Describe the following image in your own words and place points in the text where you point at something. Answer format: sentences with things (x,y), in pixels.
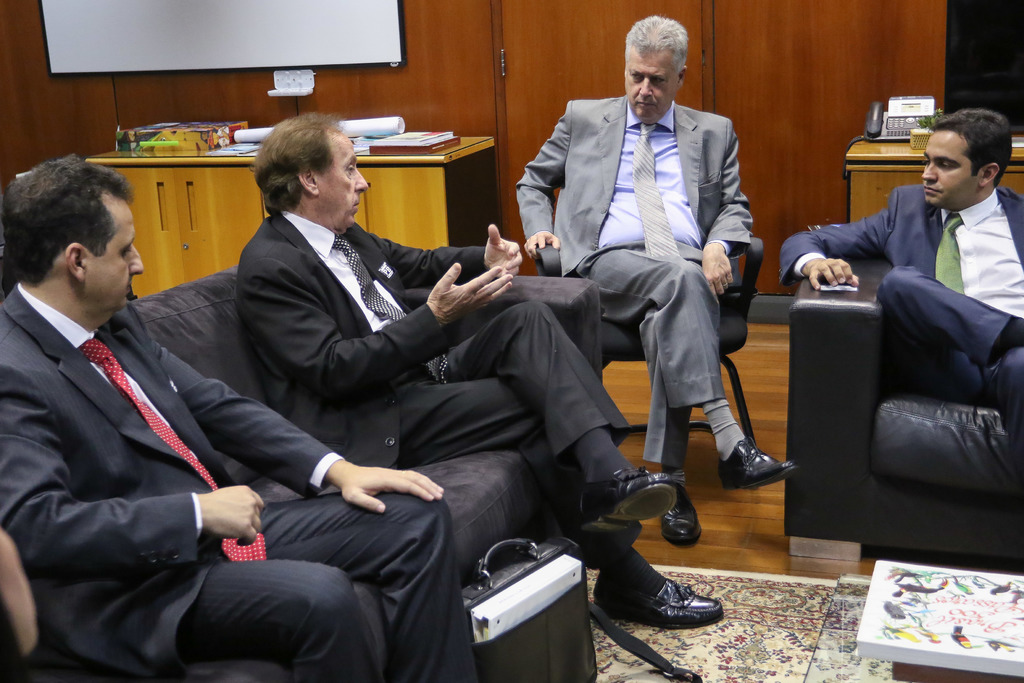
In this image I can see the group of people (573,246) with different color blazers (371,420). I can see three people (418,423) are sitting on the couches (439,463) and one person (646,353) sitting on the chair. There is a bag (494,676) on the floor (804,656). In-front of these people (683,620) I can see an object (861,638) on the teapoy (830,623). In the background (406,218) I can see the paper rolls (395,129), books (382,140), telephone (883,120) and few objects (141,140) on the tables (453,152). I can see the screen (396,47) and the brown color wall (554,38).
